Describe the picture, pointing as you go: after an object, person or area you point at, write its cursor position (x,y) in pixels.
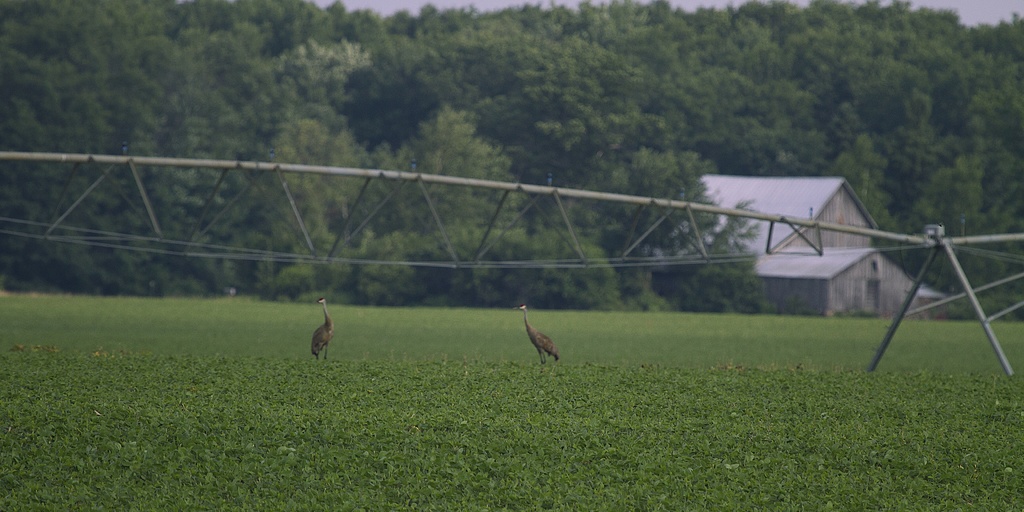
In this image we can see two birds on a grassy land (478,345). Behind the birds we can see few rods (572,238) and a group of trees (435,120). At the top (459,3) we can see the sky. On the right side (768,194), we can see a house (900,298).
